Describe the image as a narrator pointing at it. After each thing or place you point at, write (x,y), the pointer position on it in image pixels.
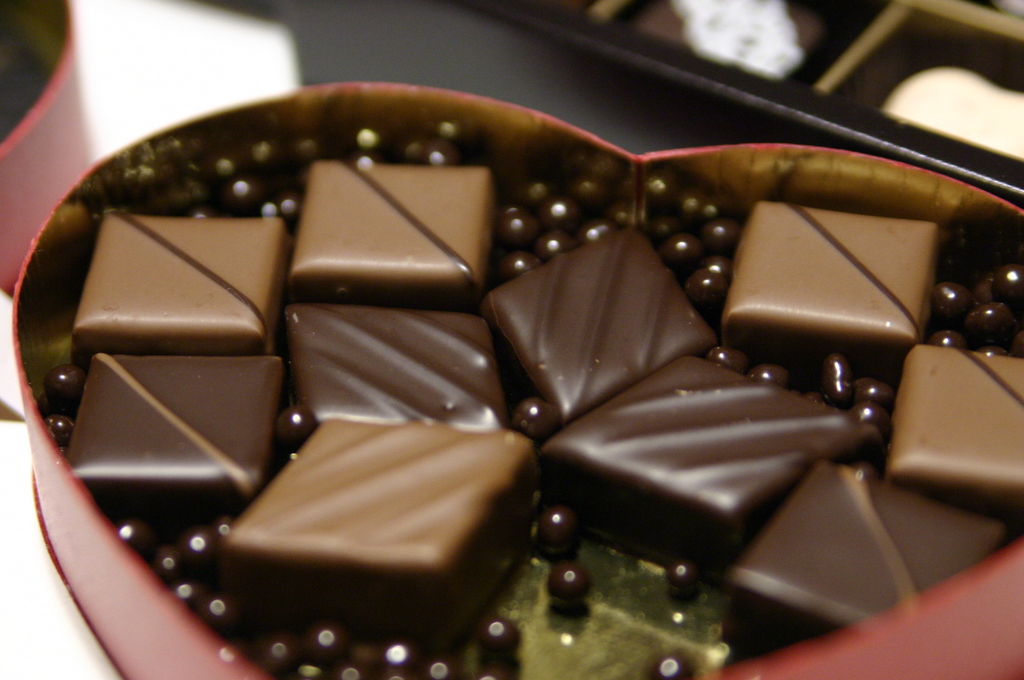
In this image there is one chocolate box (88,250), and in the box (965,282) there are some chocolates (410,320) and in the background (65,163) there are some objects (8,201).
